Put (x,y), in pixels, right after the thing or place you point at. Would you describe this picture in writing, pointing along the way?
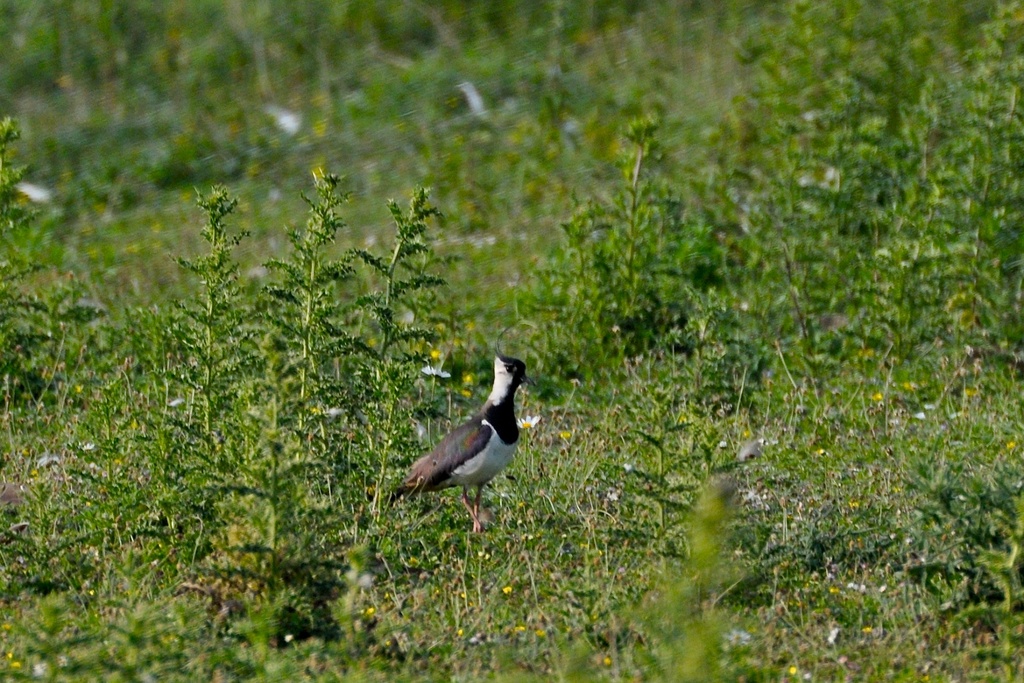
In this image we can see grass (429,564) and a bird (478,488) which is in black and white in color. On the top of the image (433,103) is in a blur.
